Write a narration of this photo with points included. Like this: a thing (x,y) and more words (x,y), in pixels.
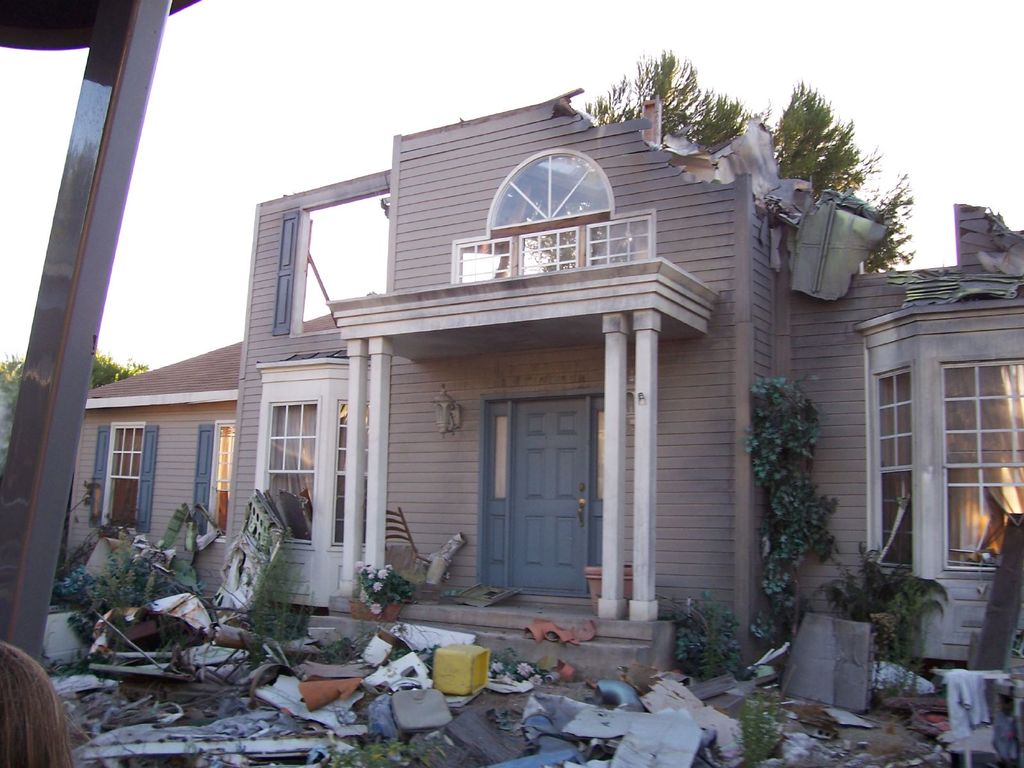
In this image there is a collapsed building (880,304), in front of that there is a garbage (438,633), behind that there are some trees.
